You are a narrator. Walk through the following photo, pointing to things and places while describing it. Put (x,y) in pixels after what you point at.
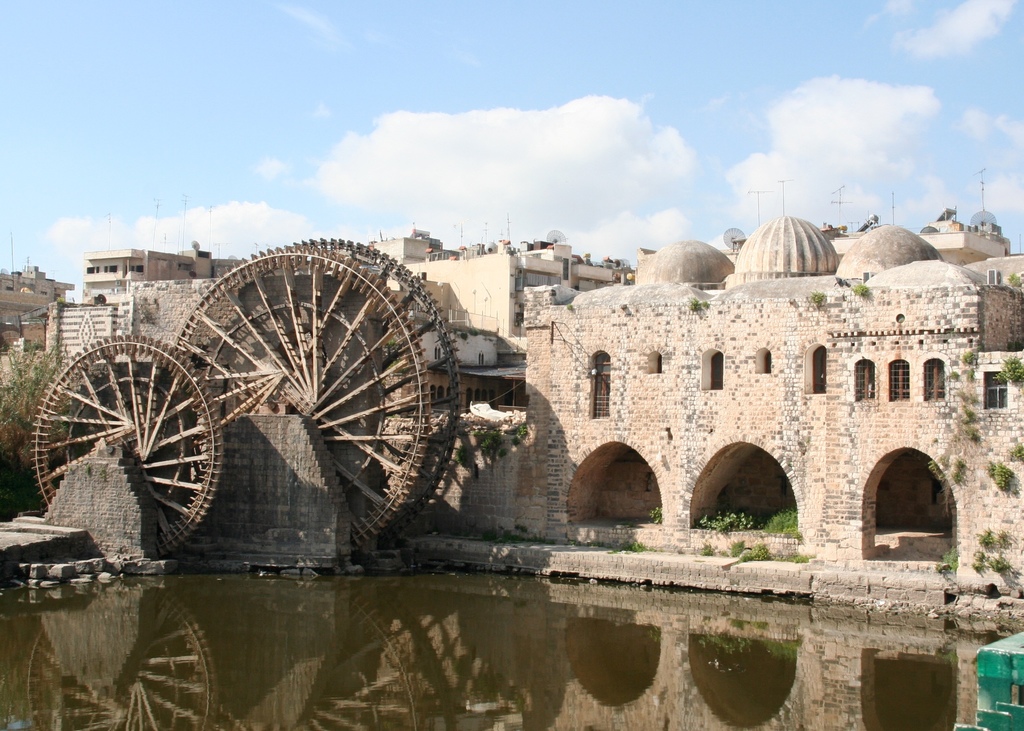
In this image, we can see wheels (410,290), wall (632,469), plants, windows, trees (12,463) and water (104,641). In the background (478,356), we can see buildings (461,357), walls (580,277), antennas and the cloudy sky (688,115). At the bottom of the image (634,701), we can see reflections (710,706) on the water (477,665).
